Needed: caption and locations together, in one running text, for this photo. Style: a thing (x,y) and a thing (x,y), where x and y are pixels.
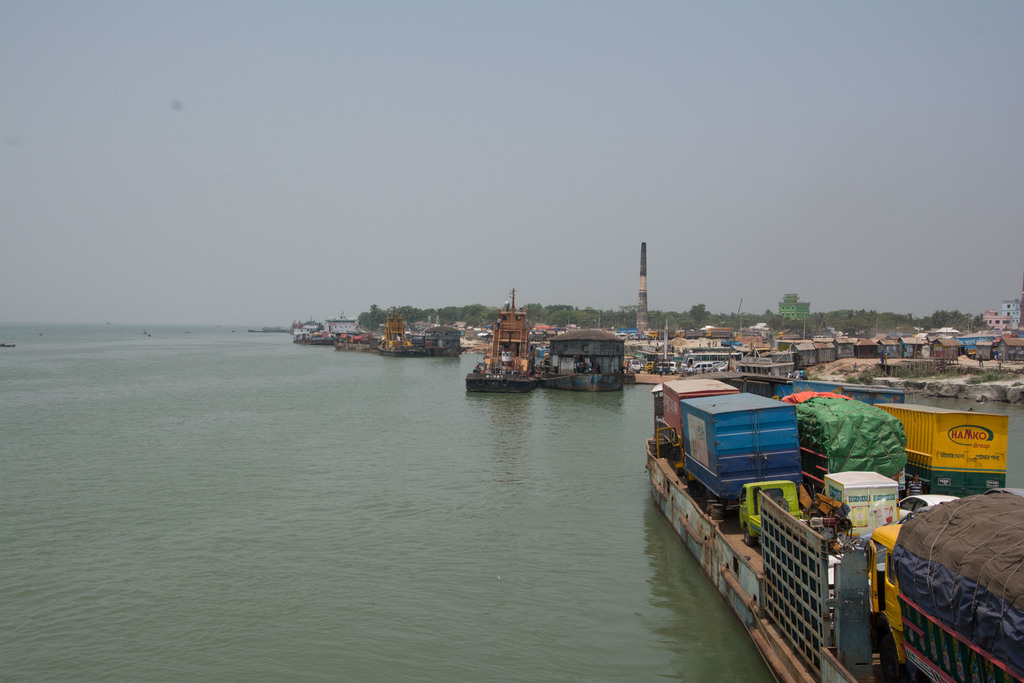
This image is taken outdoors. At the top of the image (240,178) there is a sky (420,185). On the left side of the image (148,426) there is a river (154,404) with water (309,527). On the right side of the image (831,468) there is a ferry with many trucks (913,455) on it. In the background (425,324) there are a few trees (695,320) and buildings (817,358) and there are a few houses (809,344).
